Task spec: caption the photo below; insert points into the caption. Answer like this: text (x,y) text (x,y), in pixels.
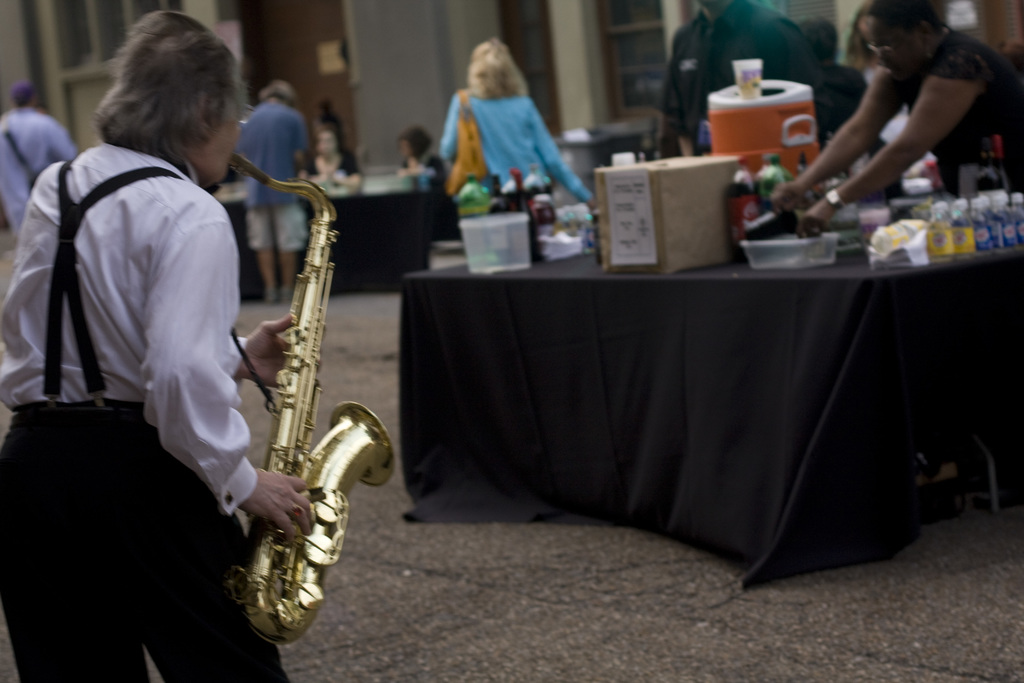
In this image a person (108,387) wearing a white shirt (205,395) is holding a saxophone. Right side (784,396) there is a table (726,298) having a box (704,263), few bottles (966,236), basket (768,257) and few objects (567,246) are on it. Behind there are few persons (923,106) standing. A woman (515,152) wearing a blue top (497,147) is carrying a bag (481,159). Beside there is a table (408,209) having few person (343,170) sitting behind it. A person (270,204) wearing a blue shirt (271,191) is standing before the table (369,206). Background there is a wall (437,72) having few doors (545,74) and windows (631,47).
